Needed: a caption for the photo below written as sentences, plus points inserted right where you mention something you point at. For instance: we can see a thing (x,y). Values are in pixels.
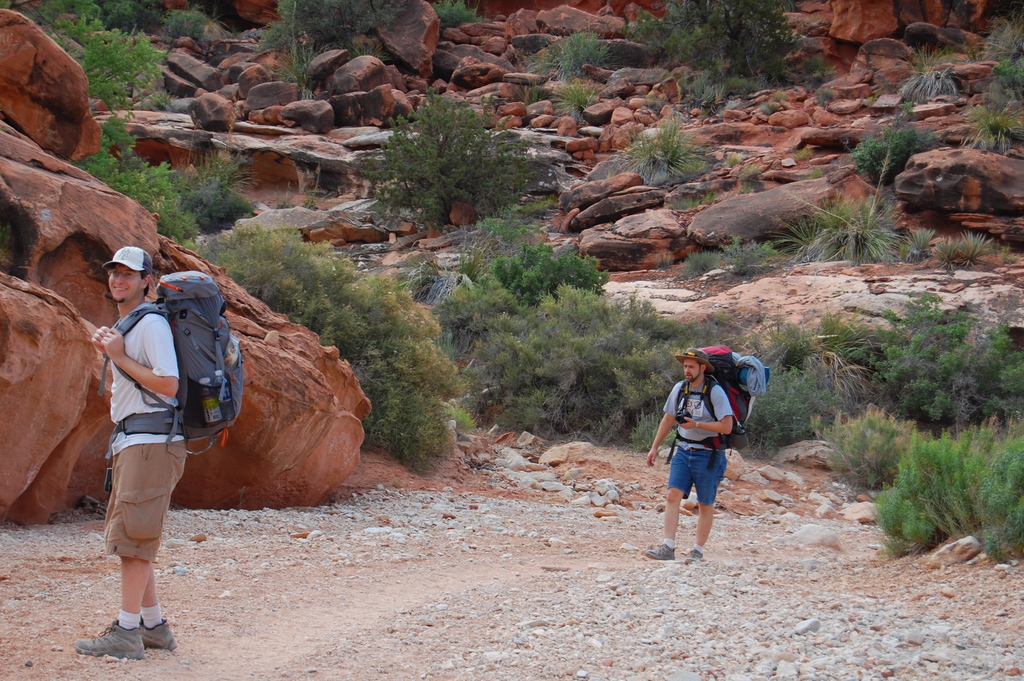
In this image two persons (720,429) are on the land (409,575). They are carrying bags (221,427) and wearing caps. Person (691,372) at the right side of image (688,427) is holding a camera (684,422) in his hand (696,422). Behind them there are few rocks (34,282), trees (416,178) and plants (1008,536).
